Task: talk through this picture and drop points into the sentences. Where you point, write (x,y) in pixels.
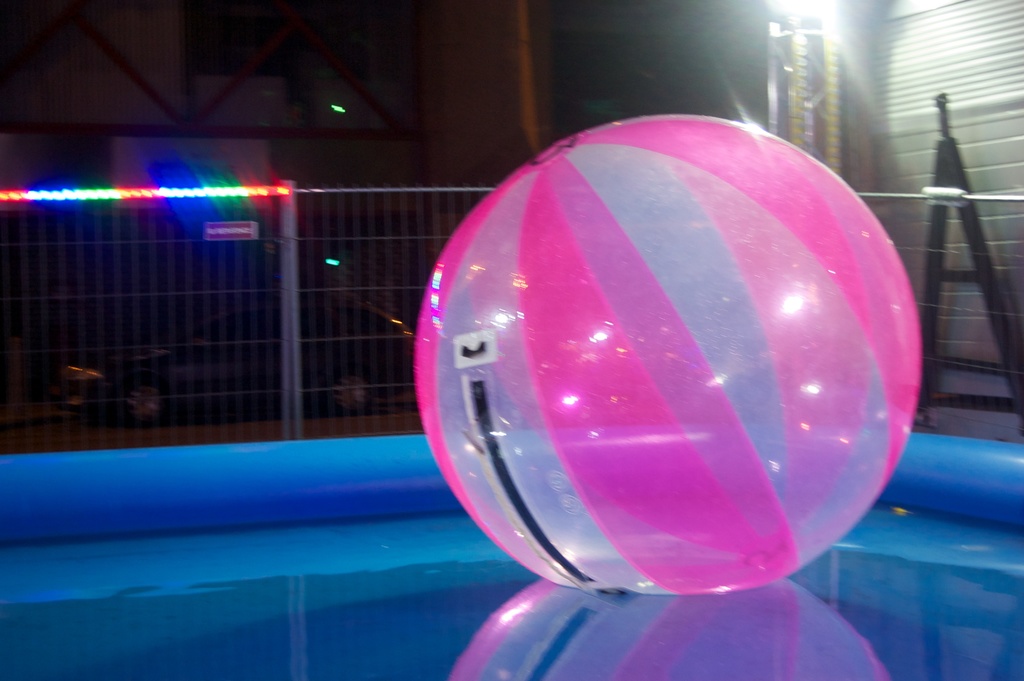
At the bottom of the image (250,519) we can see a pool (281,531) which contains water (567,605). On the right side of the image (814,319) air ball (551,213). In the background of the image (966,72) we can see the mesh (306,239), lights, boards (248,232), wall (893,116), stand (948,153), rods (794,50), car (188,359), road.
